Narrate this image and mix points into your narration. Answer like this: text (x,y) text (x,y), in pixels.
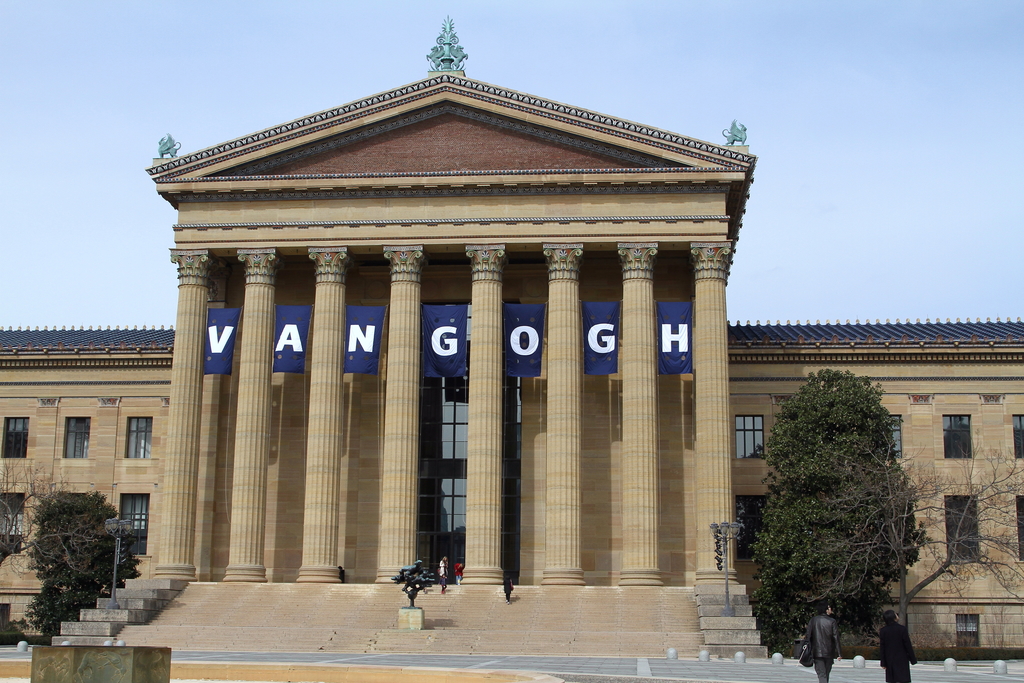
This picture is clicked outside. In the center (506,331) we can see the building (460,396) and we can see the text (540,327) is attached to the building (446,402) and there are some trees (87,573), poles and some other objects (103,652). In the background (275,63) there is a sky (106,237) and we can see the sculptures (170,145) at the top of the building (450,74).
